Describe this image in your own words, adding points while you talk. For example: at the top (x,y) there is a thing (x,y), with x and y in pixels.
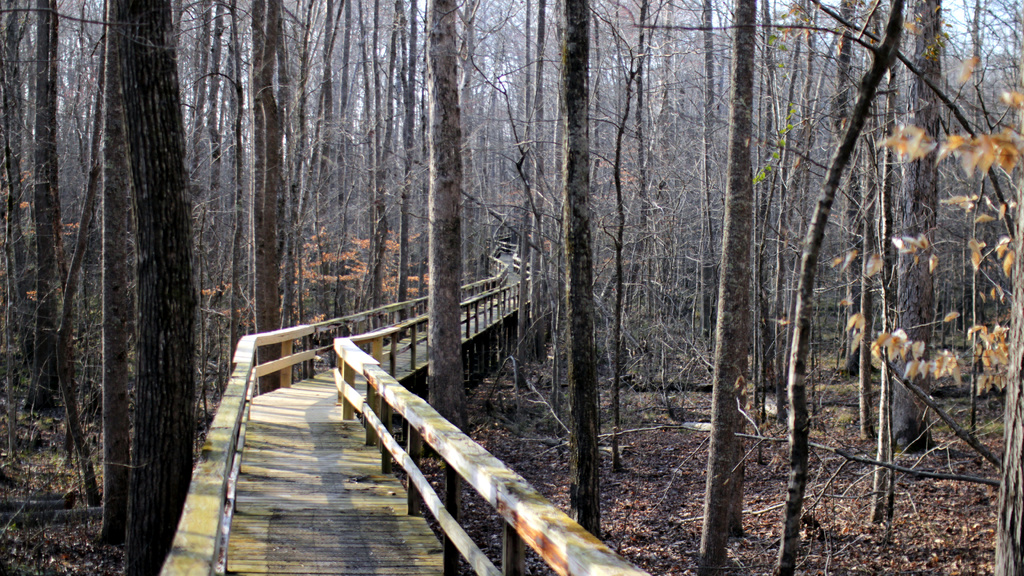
In the picture there is a wooden walkway (345,510) in between the forest (649,300), there are a lot of dry trees (313,125) around the walkway (356,499).
